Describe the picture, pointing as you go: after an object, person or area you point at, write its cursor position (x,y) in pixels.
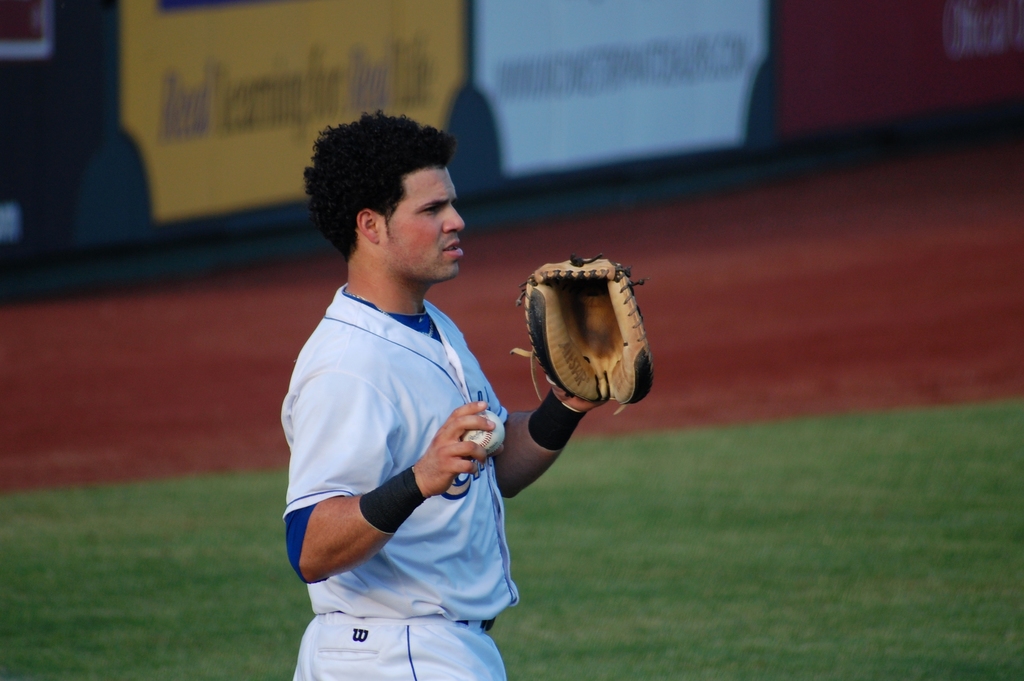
This image consists of a man (445,408) wearing a glove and holding a ball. At the bottom (678,540), there is green grass (732,568). In the background (676,117), there are boards (206,132).
